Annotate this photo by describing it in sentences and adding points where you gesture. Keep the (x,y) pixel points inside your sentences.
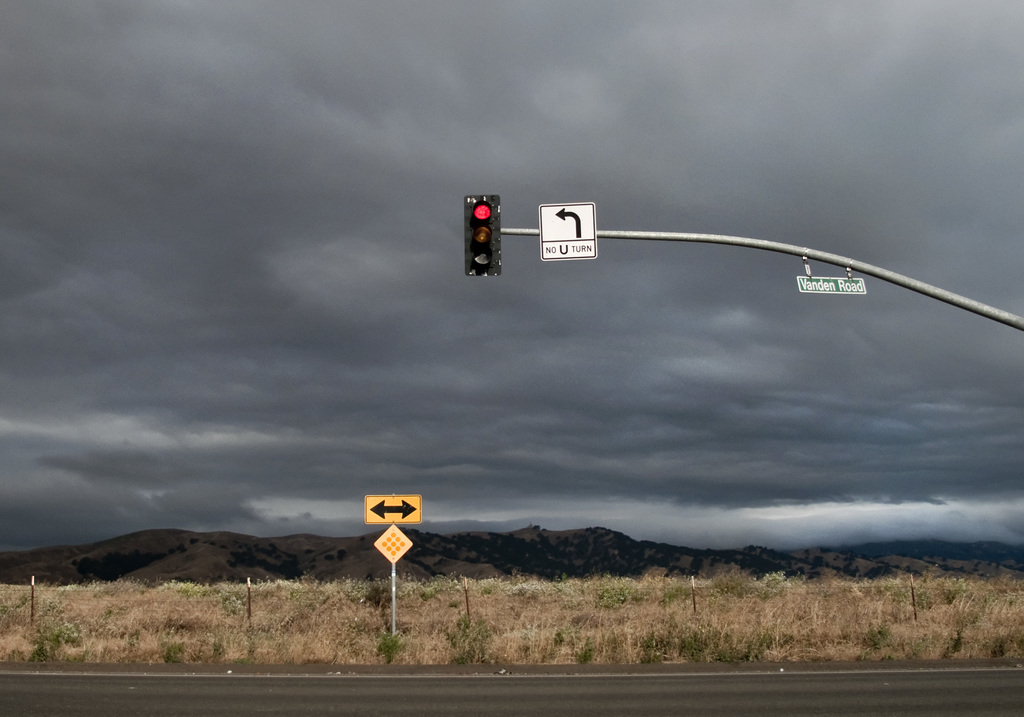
In this image, in the middle (490,241) there is a traffic signal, sign board (562,224), text board (816,287) and pole (944,298). At the bottom (409,556) there are signboard (414,514), pole (394,572), grass (409,602), road (381,690), hills (613,576), sky (617,506) and clouds (637,491).
